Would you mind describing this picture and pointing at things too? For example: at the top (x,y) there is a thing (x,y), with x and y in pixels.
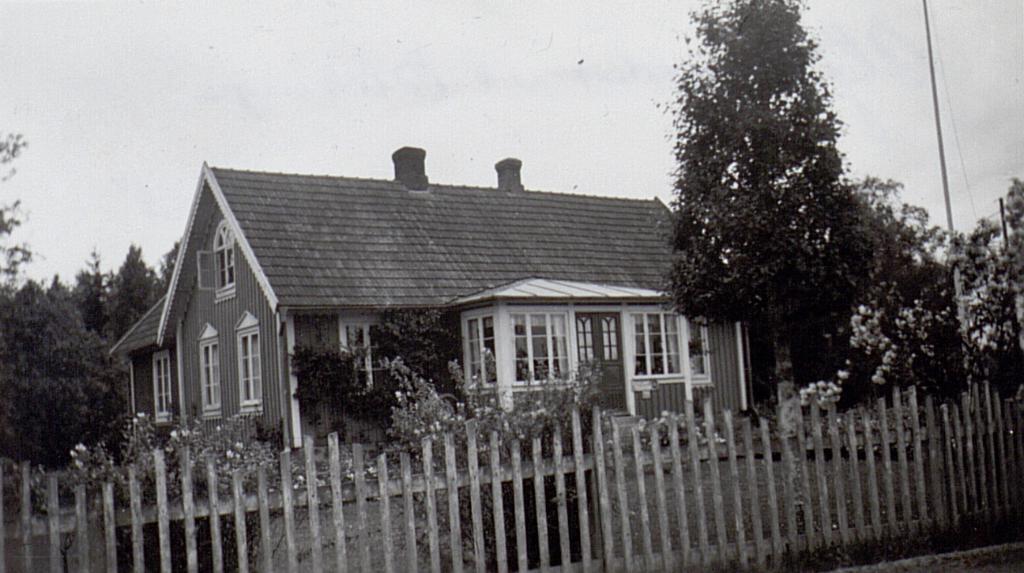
This is a black and white image. In the center of the image (480,308) we can see house (327,328). At the bottom of the image (106,493) we can see fencing (285,503) and plants (303,483). In the background (156,98) we can see trees (1005,333) and sky (265,115).
